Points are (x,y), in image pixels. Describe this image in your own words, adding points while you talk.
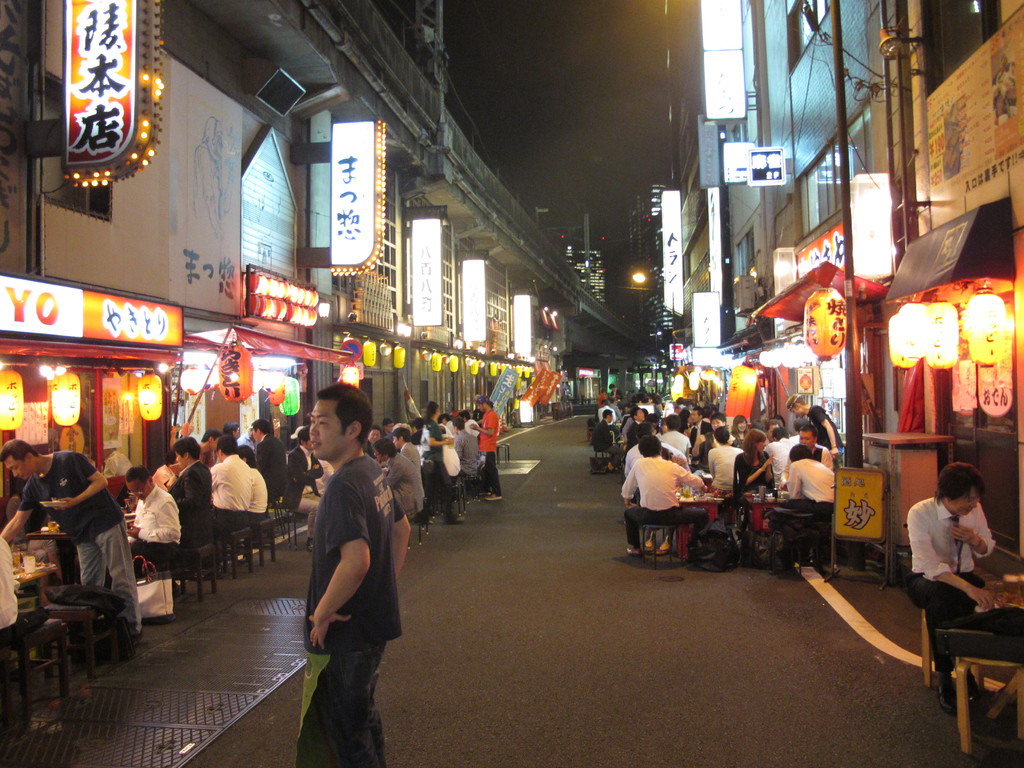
In this image there is a person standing on the middle of road (602,553), beside him there are so many people (632,550) sitting on chairs (987,663) around the table (40,536) in front of food stalls (68,281), above that there are some buildings (685,236). Also there are so many lights (76,80) on the building (658,210).
